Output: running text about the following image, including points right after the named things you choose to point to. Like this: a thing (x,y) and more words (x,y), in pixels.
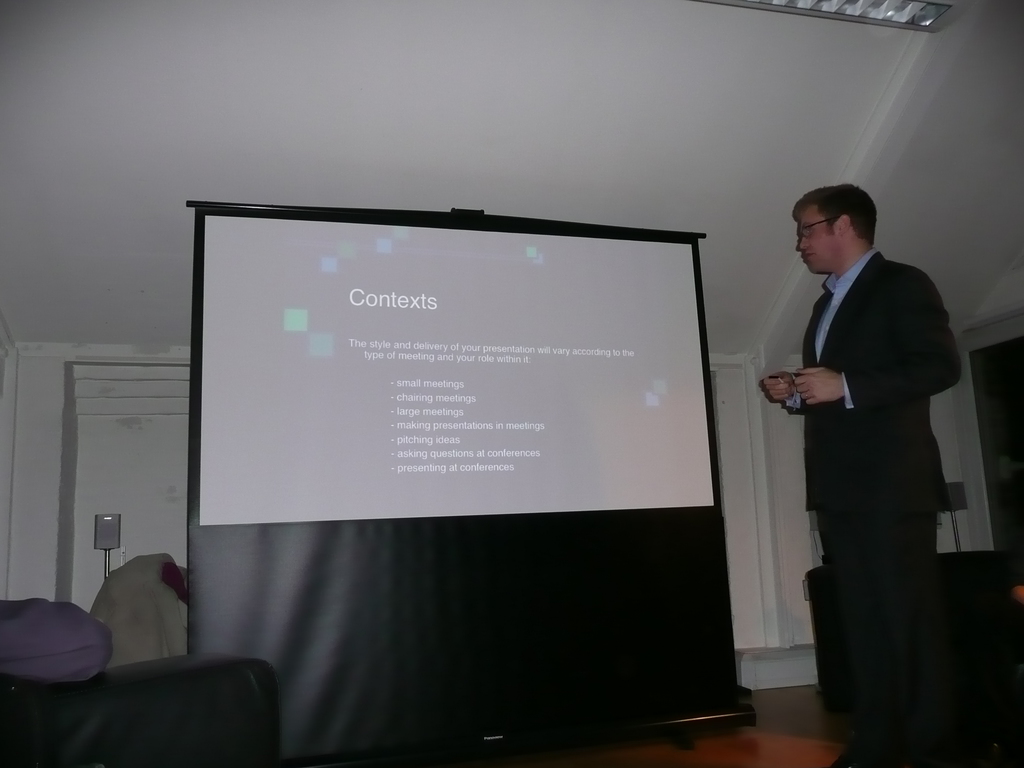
In this image we can see a person (888,411), beside to him there is a screen (366,448) with text (403,429) on it, there are couches (205,687), lights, also we can see the wall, and the roof (549,89).
